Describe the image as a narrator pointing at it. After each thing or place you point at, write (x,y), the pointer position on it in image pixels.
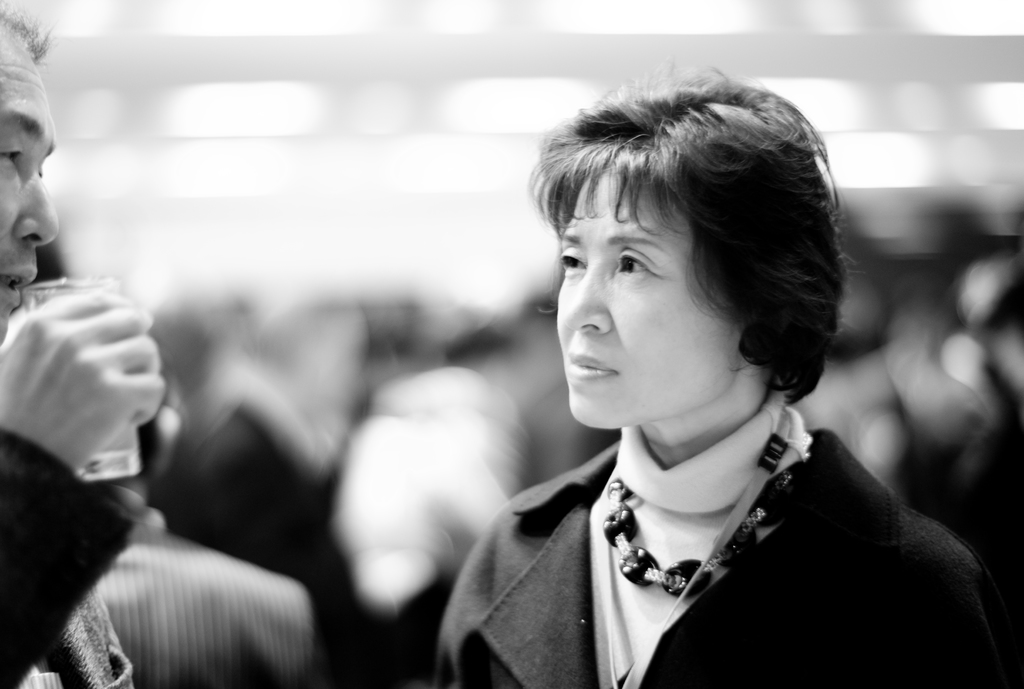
It is a black and white image. In this image people (404,300) are standing on the floor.
